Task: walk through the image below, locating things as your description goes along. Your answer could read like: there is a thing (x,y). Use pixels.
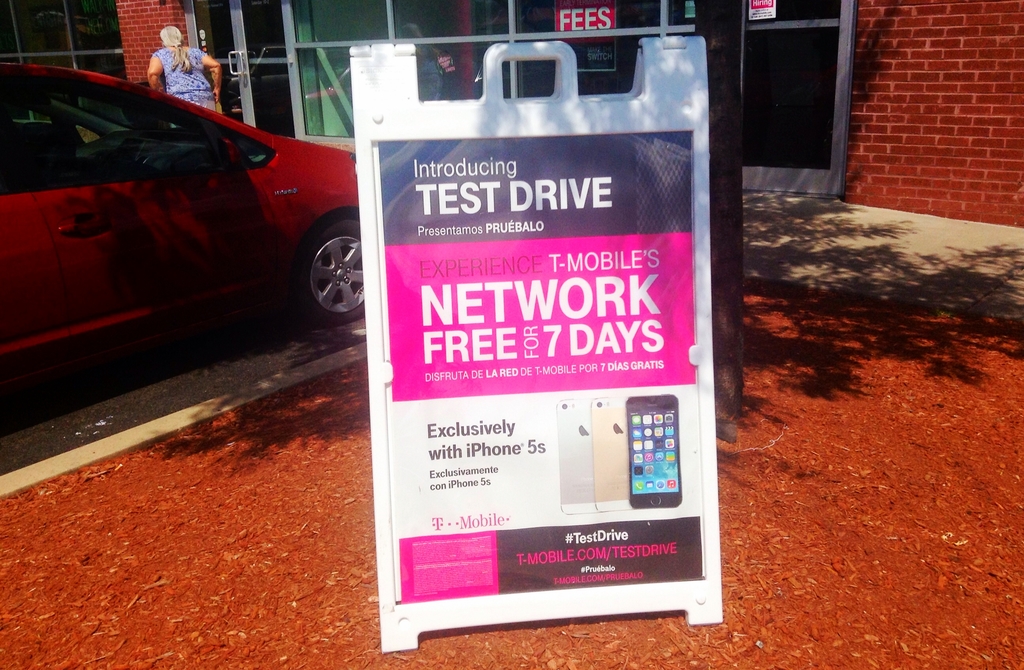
There an advertising board (501,232) present at the bottom of this image (427,473). We can see a car (225,155) and a woman (187,77) on the left side of this image (135,234) and there is a building (284,45) in the background (767,52).
